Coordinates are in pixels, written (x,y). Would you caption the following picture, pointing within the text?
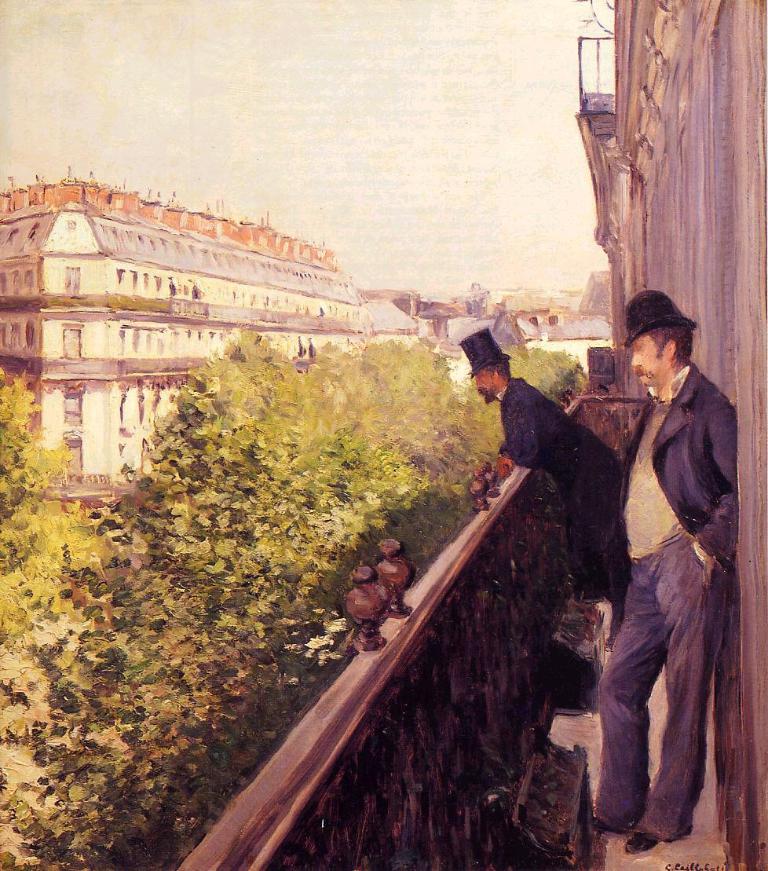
On the right side (716,507), there are two persons (646,381) on the floor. One of them is leaning on a fence (507,503). Another one is a leaning on the wall (757,217) of a building (751,43). On the left side (43,753), there are trees (46,753) on the ground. In the background (158,288), there are buildings (244,287) and there are clouds (349,115) in the sky (273,124).
